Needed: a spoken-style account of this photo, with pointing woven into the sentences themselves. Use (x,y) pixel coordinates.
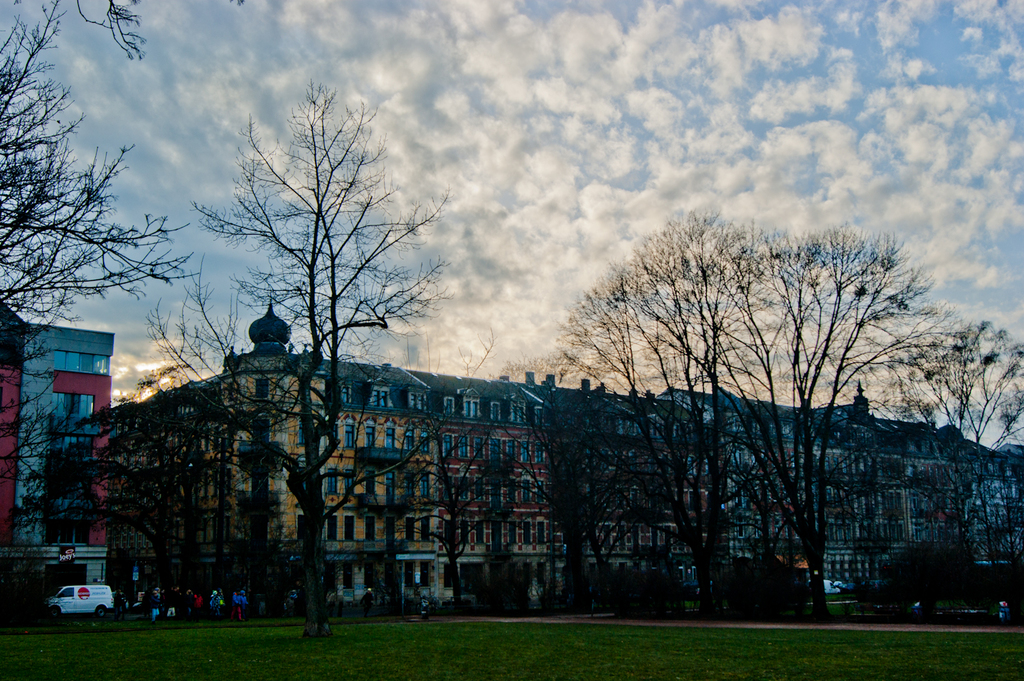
In this image we can see grass (575,658), vehicle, boards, people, trees (710,603), and buildings (399,472). In the background (450,364) there is sky (722,205) with clouds (412,64).
